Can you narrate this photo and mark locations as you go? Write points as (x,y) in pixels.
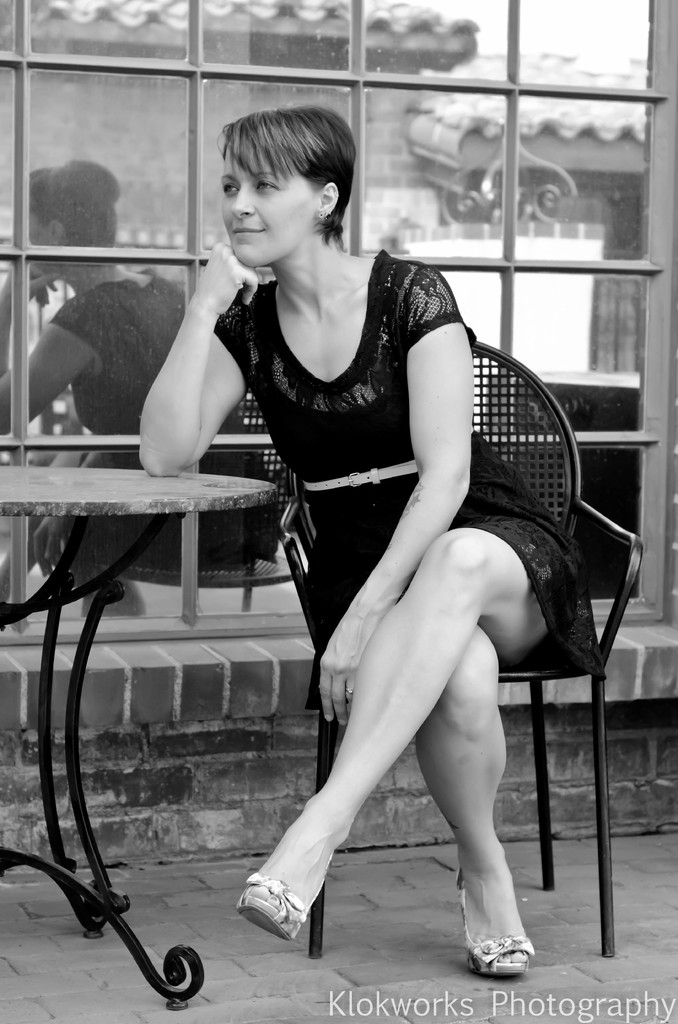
In this image there is a woman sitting in the chair (562,424) near the table (60,884), and at the background (55,440) there is a building (234,17).
